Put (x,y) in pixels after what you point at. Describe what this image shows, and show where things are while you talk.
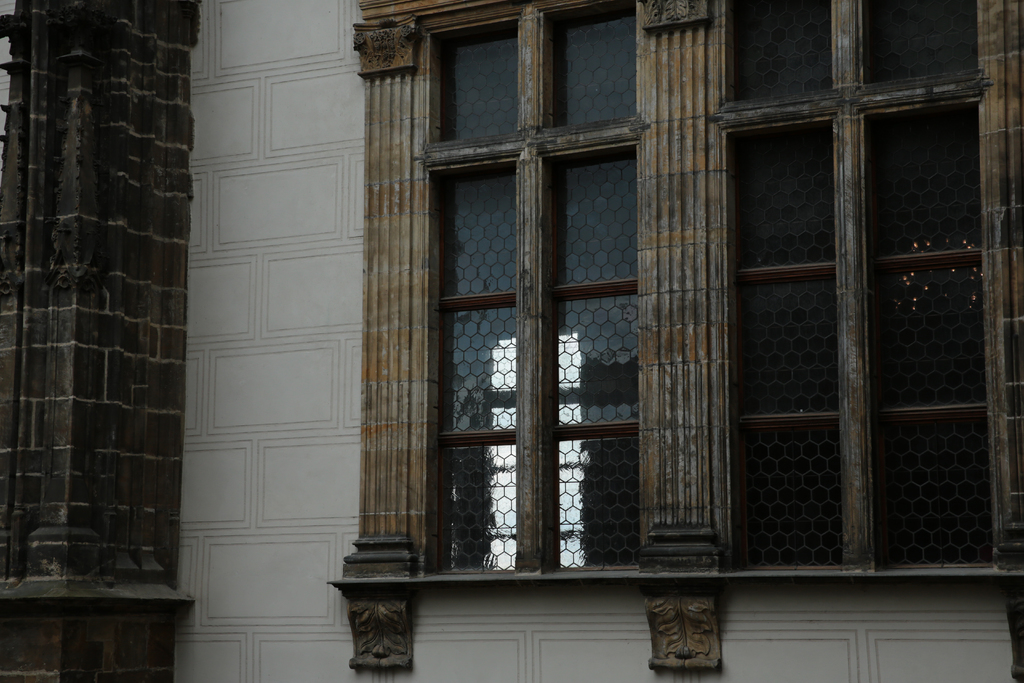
In this image there is a building (295,629) and we can see windows (817,482) and a pillar (119,560).
